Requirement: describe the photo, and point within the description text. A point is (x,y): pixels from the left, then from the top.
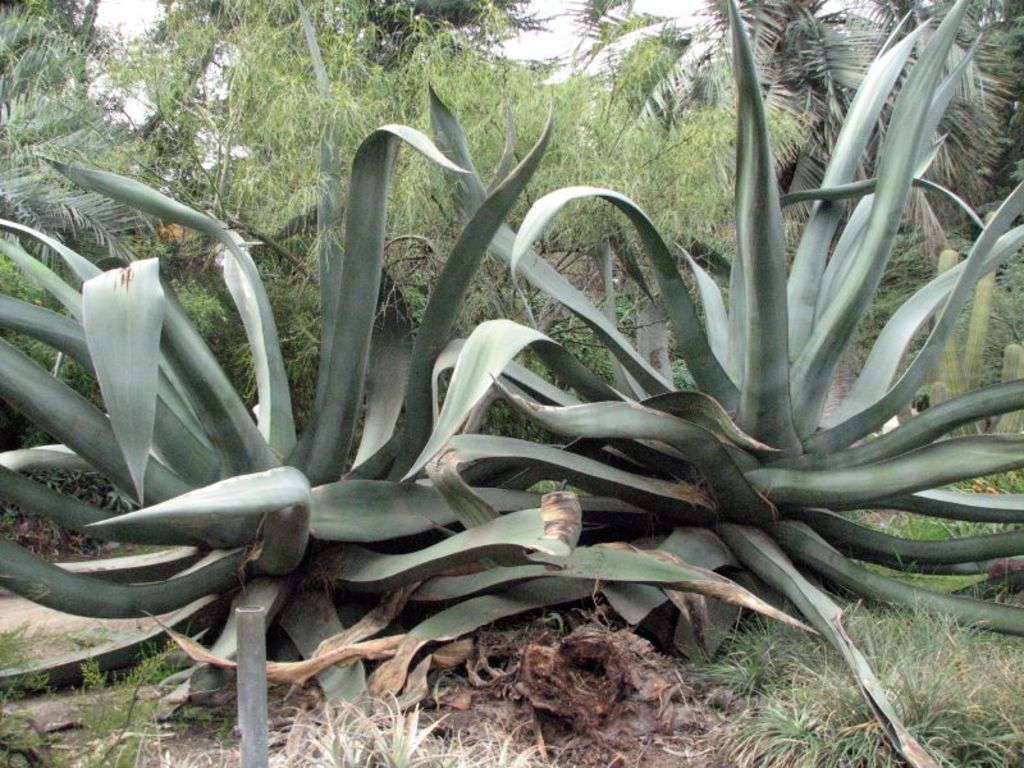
In this image there is grass (949,668). There are trees (53,23). There is two agave (81,174). There is a sky (499,40).
